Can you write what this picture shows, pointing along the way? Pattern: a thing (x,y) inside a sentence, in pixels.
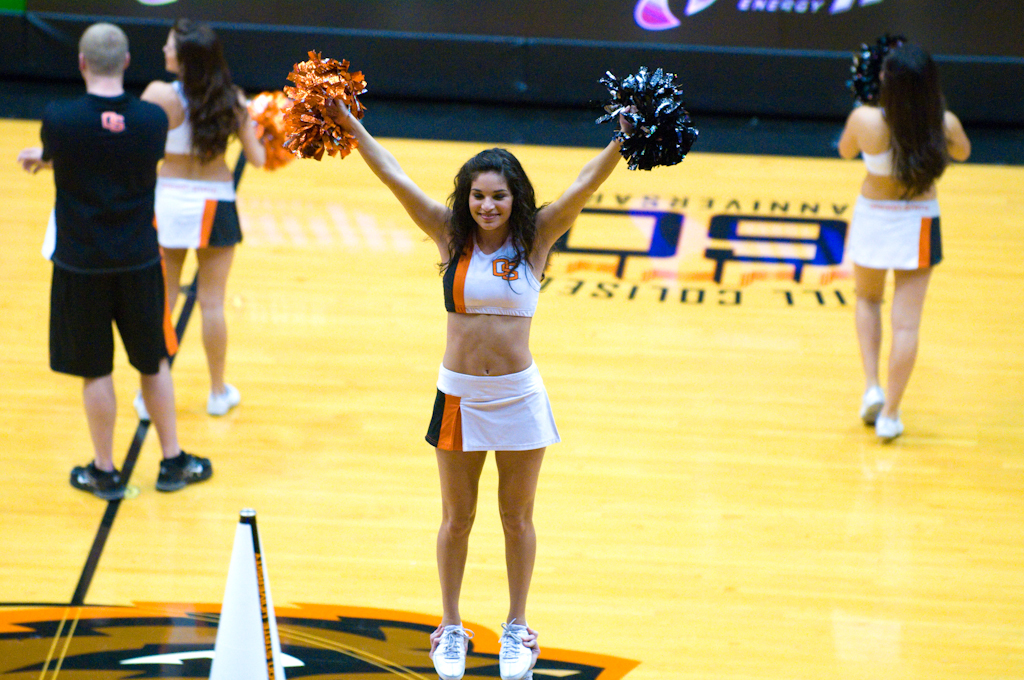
In this image I can see four persons (180,129) are standing and I can see three of them are wearing white colour dress (216,206). I can also see one man (143,179) is wearing the black colour dress (143,128). On the bottom side of the image (228,671) I can see a white colour thing (225,657). I can also see something is written on the floor (811,195) and on the top side of the image (641,8).
